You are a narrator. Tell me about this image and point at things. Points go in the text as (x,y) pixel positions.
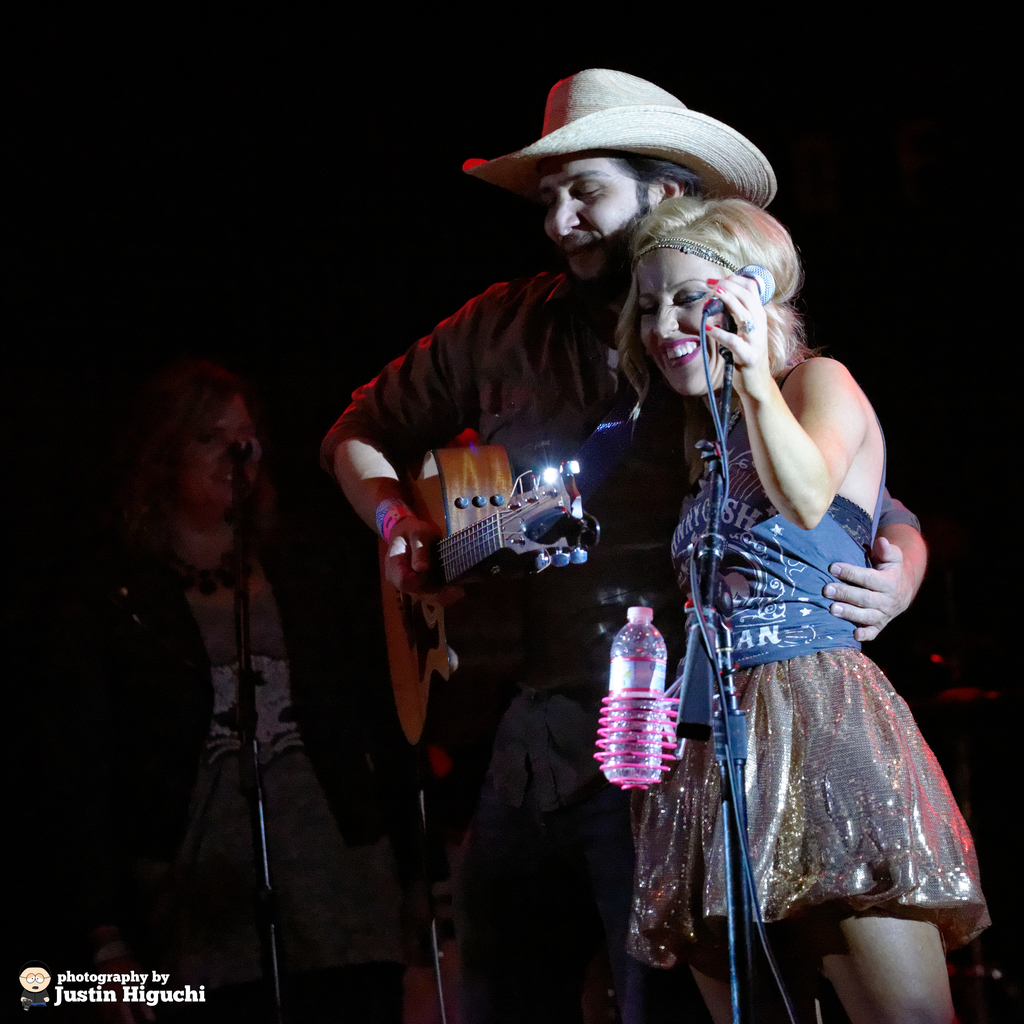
These three persons (734,414) are standing and smiling, this person (591,385) holding guitar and wear hat (631,105) and this person (714,361) holding microphone (758,281). There are microphones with stands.
